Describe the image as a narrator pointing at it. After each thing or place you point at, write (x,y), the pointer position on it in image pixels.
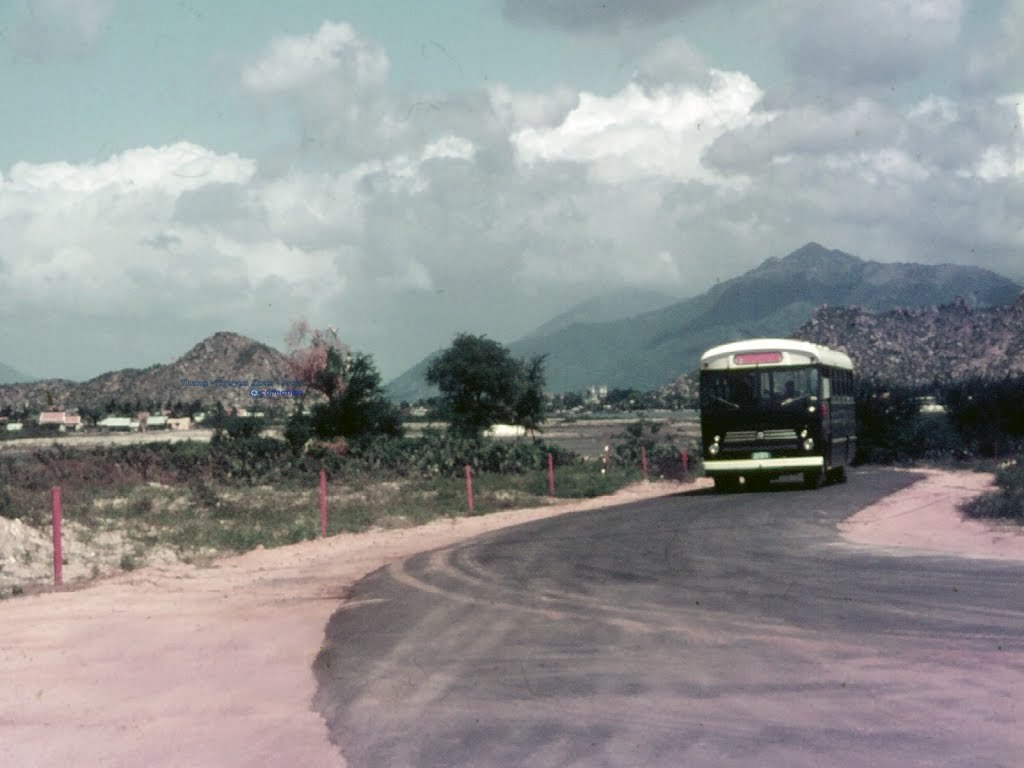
In the picture I can see a bus (788,458) on the road (771,537). In the background (460,363) I can see poles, trees (372,431), mountains (578,386), the sky (324,238) and some other objects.
